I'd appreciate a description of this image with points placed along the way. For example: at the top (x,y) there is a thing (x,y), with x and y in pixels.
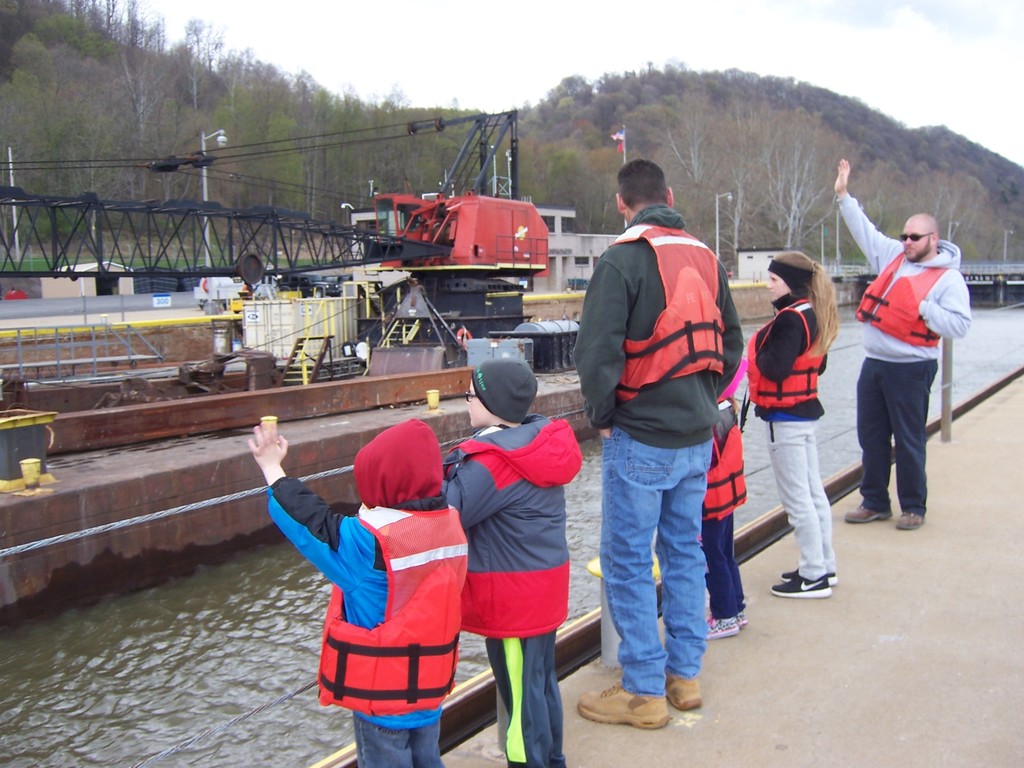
In this image in the foreground (470,561) there are some people (885,415), and some children (550,546) who are wearing jackets (573,475) and standing. At the bottom (778,711) it looks like a bridge (678,760), and in the background (300,376) there are some vehicles (404,213), wires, trees (706,176) and some objects (289,365), buildings (582,261), bridge (1006,265), poles (718,238) and some other objects (151,428). At the top (623,62) there is sky (510,62).
